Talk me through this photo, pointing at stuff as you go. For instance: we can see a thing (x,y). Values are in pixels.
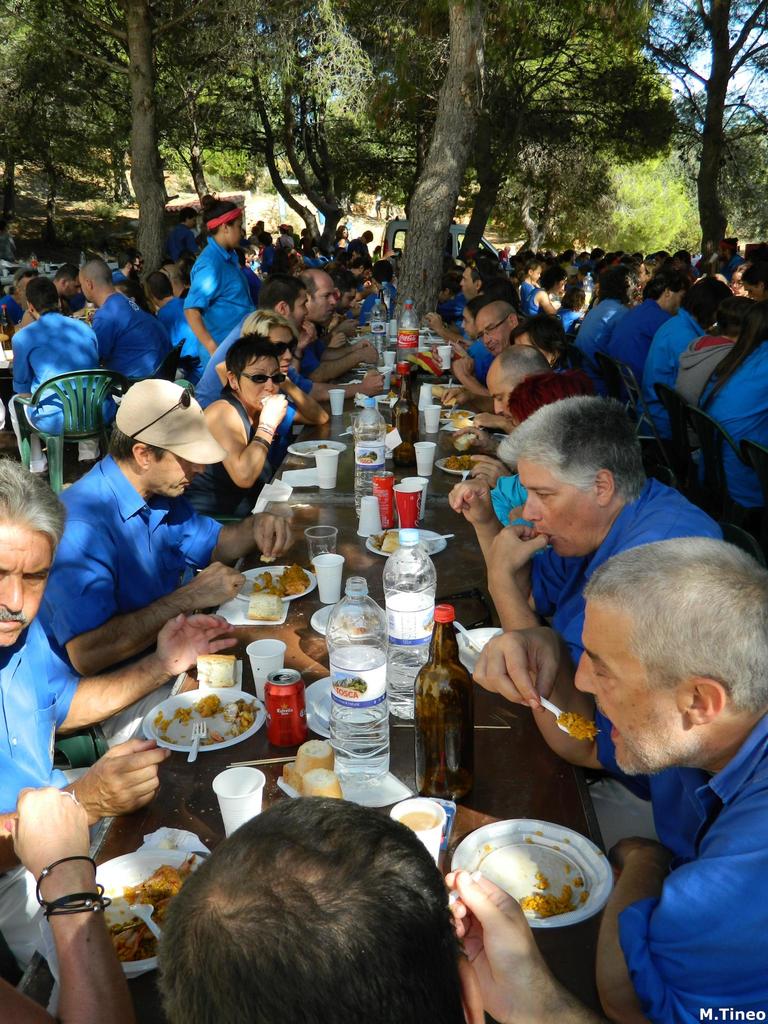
In this picture we can see a group of people (12,521) sitting on chairs (29,426) and in front of them on tables (298,509) we can see bottles (349,641), glasses (331,479), plates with food items (217,708) on it, forks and in the background (339,208) we can see a vehicle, trees (399,119), sky (767,41).
